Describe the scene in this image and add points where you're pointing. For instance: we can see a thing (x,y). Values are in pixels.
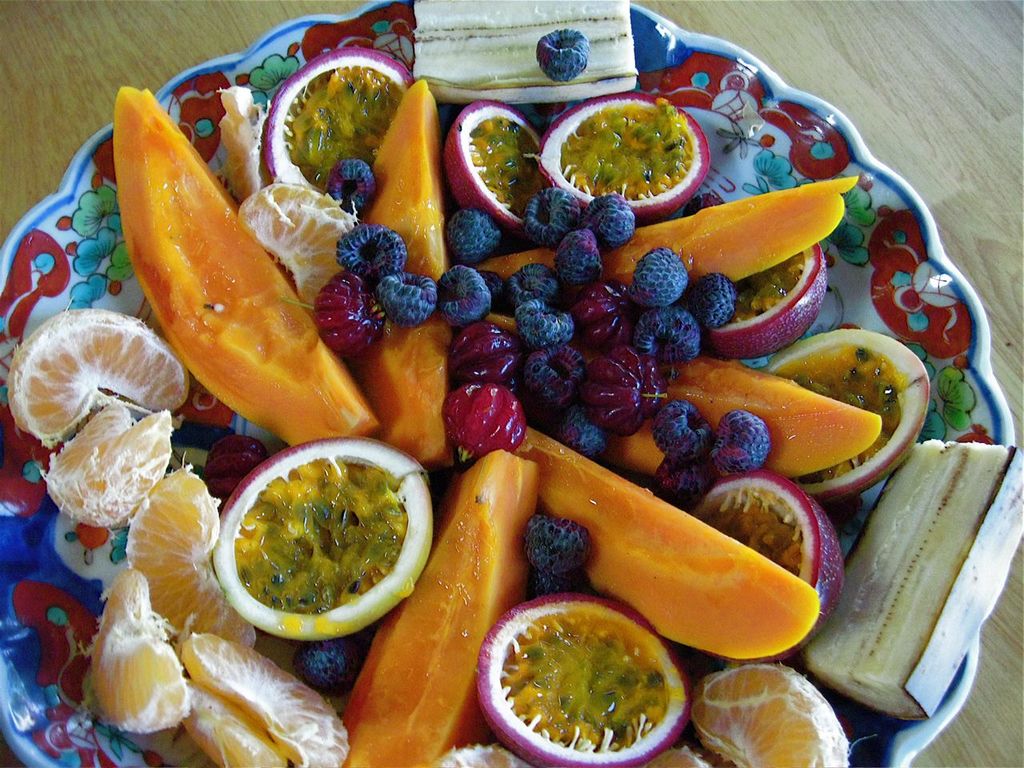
In this image in the center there is one plate (851,547), on the plate (842,537) there are different types of fruits (687,386) and in the background (106,94) there is a wooden table (960,179).
